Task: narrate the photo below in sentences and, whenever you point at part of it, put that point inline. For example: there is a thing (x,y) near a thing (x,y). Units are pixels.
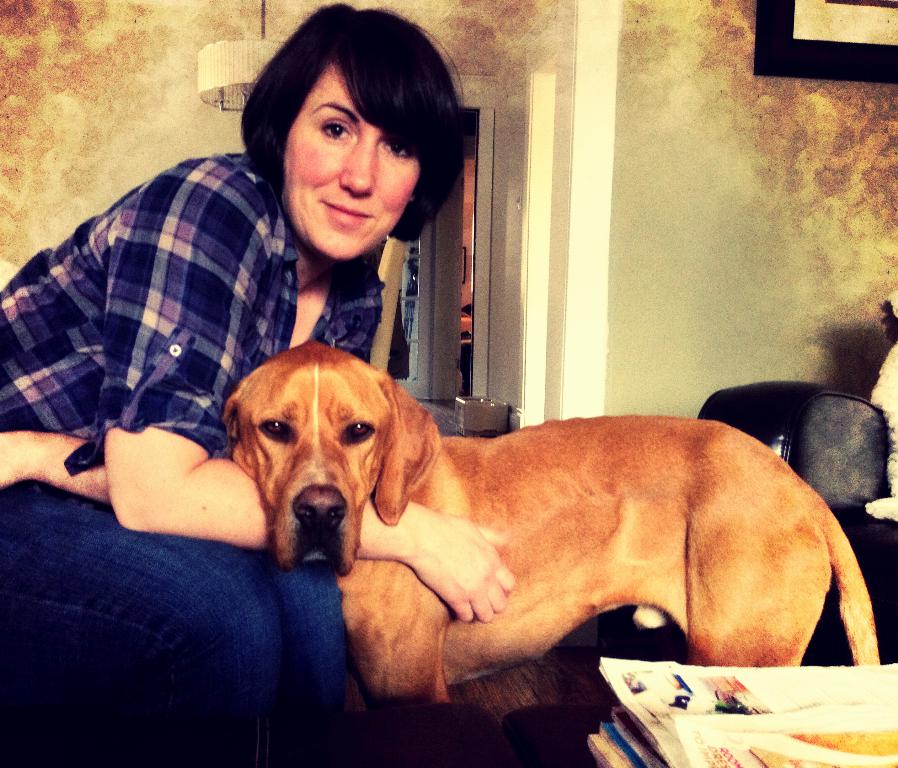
In the foreground of this picture (210,375), there is a woman (186,526) sitting and holding a dog (395,581) and on the right bottom corner (760,713) there are books (753,739). In the background (720,223), there is a wall (720,171), photo frame (814,60), door (527,115) and a lamp (214,55).
